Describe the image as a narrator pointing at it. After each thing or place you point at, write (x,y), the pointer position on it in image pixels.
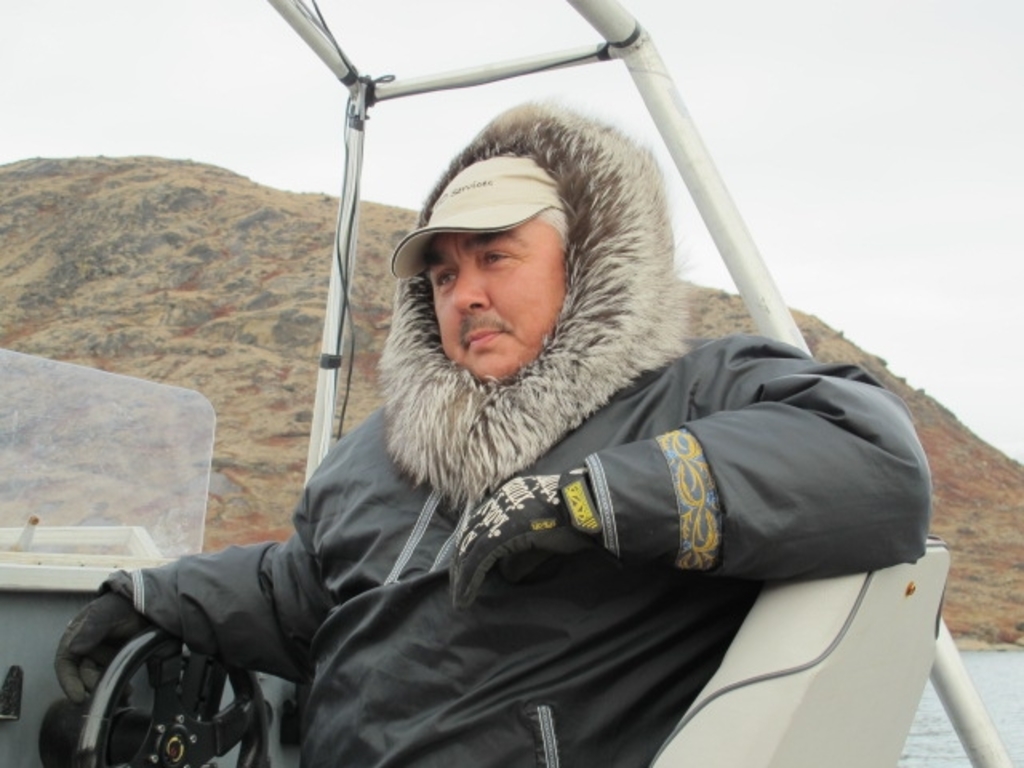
This picture is clicked outside. In the foreground (514,561) we can see a man (531,430) wearing jacket (516,468) and sitting in a vehicle (815,740) and we can see a steering wheel (127,669), mountain (367,295), water body (998,725) and the sky (833,73) and the metal rods (633,22).
